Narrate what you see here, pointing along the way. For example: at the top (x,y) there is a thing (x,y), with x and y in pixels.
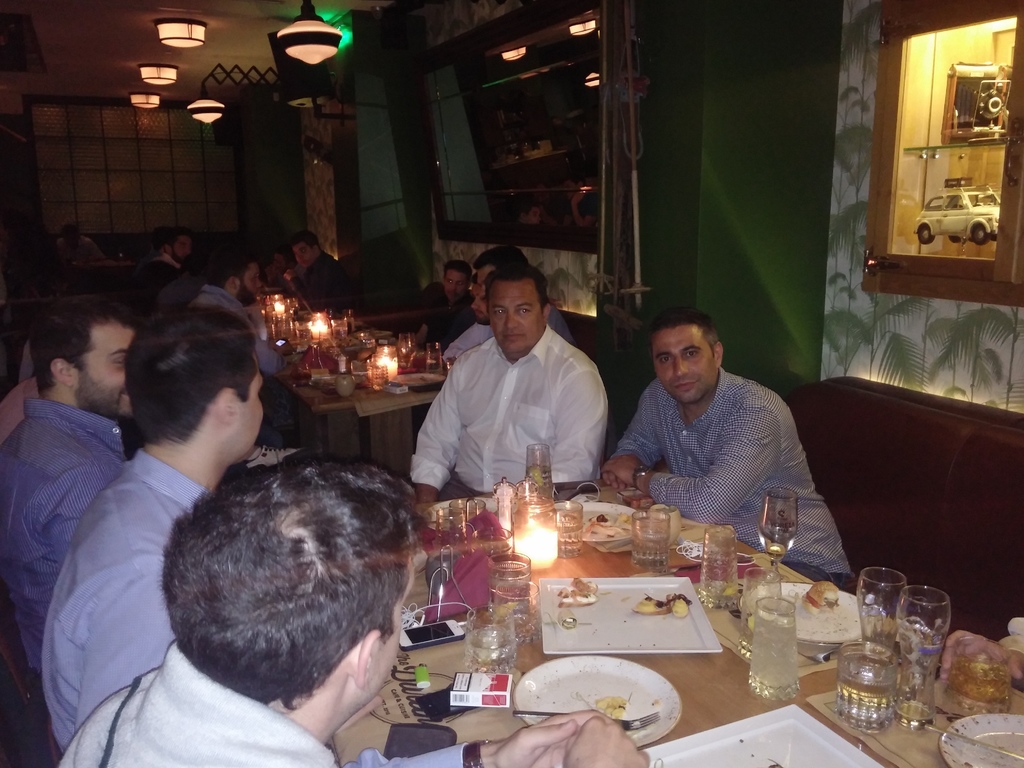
In this image we can see a few people (184,287) sitting on the seats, there are tables (744,716), on the tables (826,688), there are candles (546,501), glasses (513,587), plates (571,677), forks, there is a cigarette box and a cell (443,642), phone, also we can see some other objects (466,591), there are lights (582,28), there are some toys (989,119) in the cupboard (925,144), also we can see the wall (306,163).
